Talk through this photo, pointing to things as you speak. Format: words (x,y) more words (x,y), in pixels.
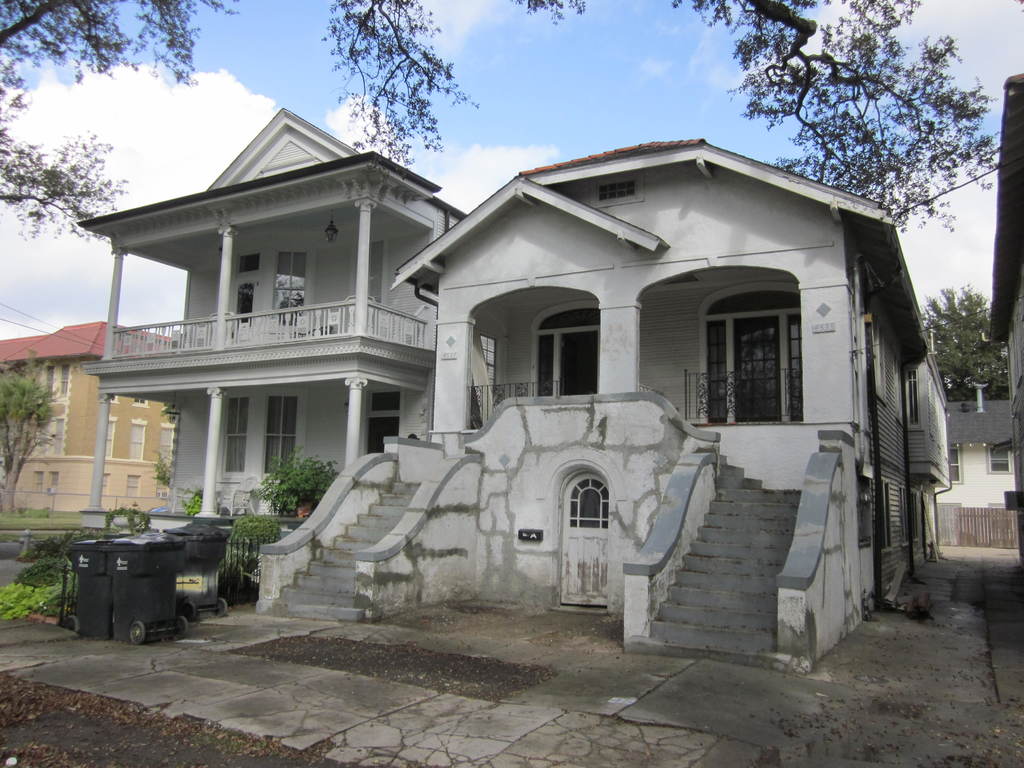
In this image we can see some buildings (693,528) with windows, doors (566,360) and railings (349,321). On the left side of the image (124,599) we can see trash bins (151,566) placed on the ground (234,620), some plants (54,566) and grass (44,526). At the top of the image (148,38) we can see some trees (970,99) and the sky (1001,60).
